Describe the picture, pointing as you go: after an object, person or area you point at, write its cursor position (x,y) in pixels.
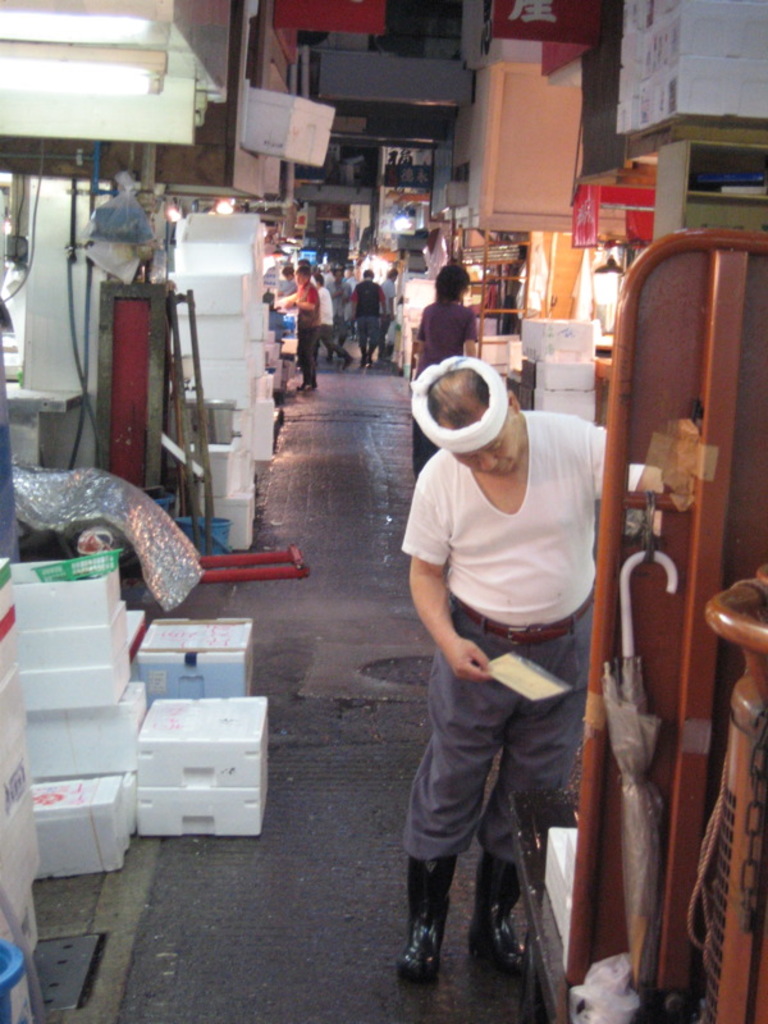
In the foreground (352,952) we can see a man (410,939) standing on the floor (387,589) and he is holding a sheet of paper (527,663) in his right hand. Here we can see the wooden block (745,389) on the right side (679,655). Here we can see an umbrella (632,737) on the hook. In the background (469,327), we can see a few people (434,348) walking on the road (314,583). Here we can see the retail stores (416,261). Here we can see the packed boxes (139,612) on the left side (157,744).
